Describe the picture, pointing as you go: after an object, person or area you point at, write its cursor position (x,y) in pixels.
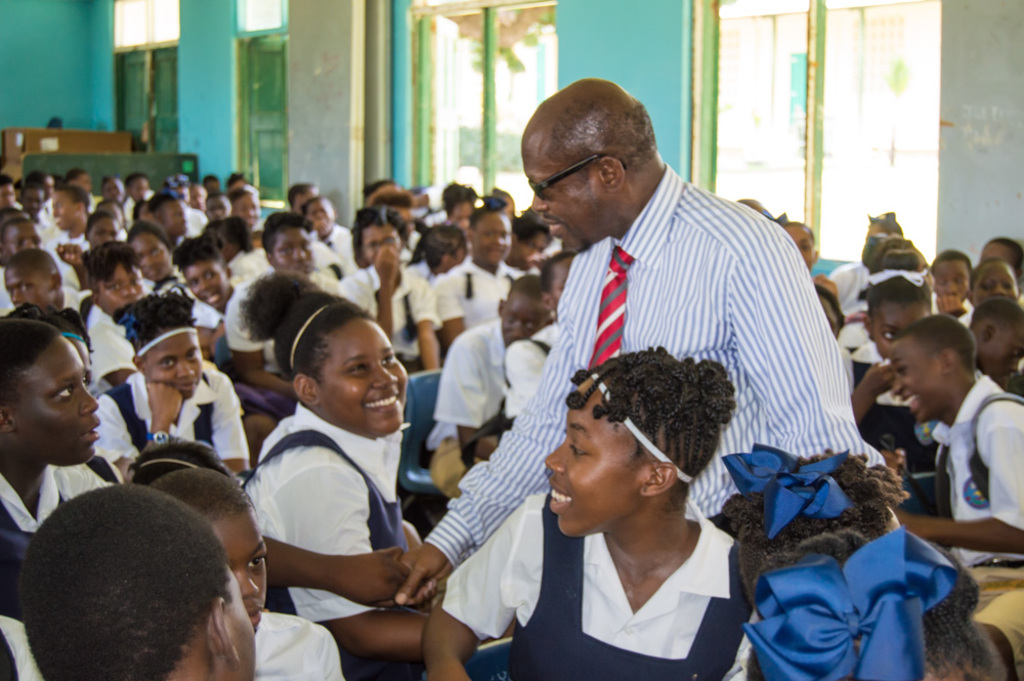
In this picture we can see some children (425,362) sitting here, there is a person (601,277) standing here, in the background (200,105) there is a wall (106,76), we can see windows (746,89) here.
